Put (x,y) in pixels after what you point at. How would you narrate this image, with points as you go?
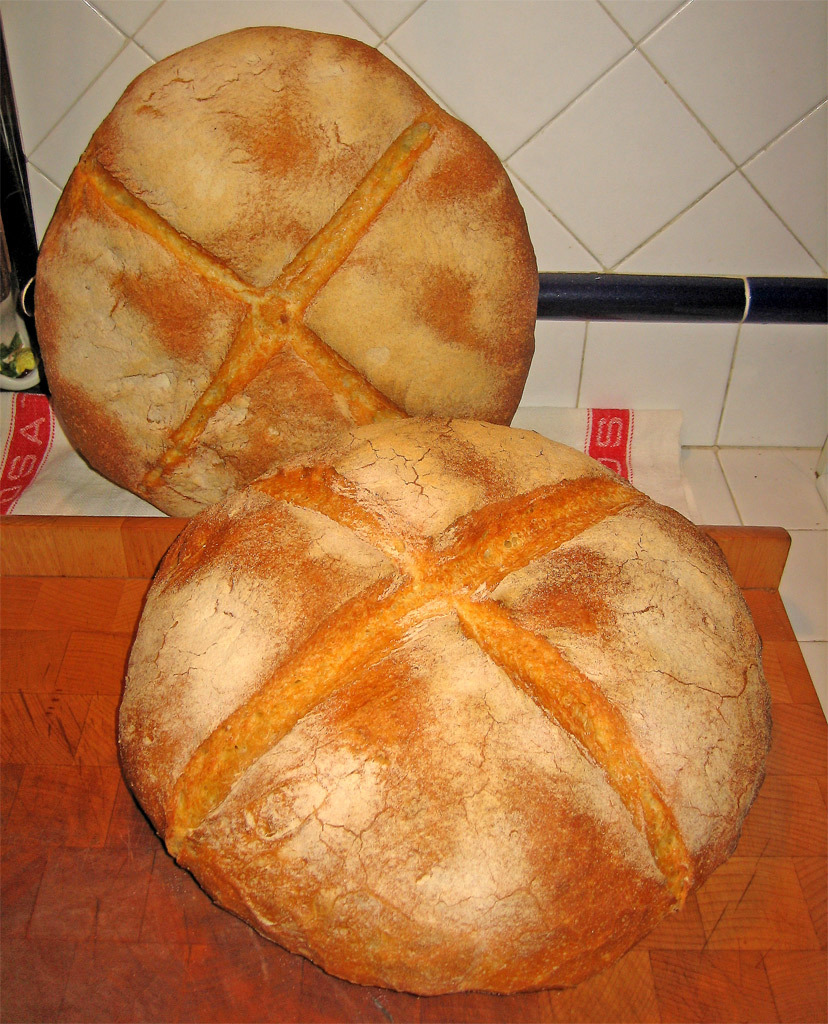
In the image we can see some breads (330,204) on a table (442,996). Behind the breads (459,184) there is wall (75,67).
